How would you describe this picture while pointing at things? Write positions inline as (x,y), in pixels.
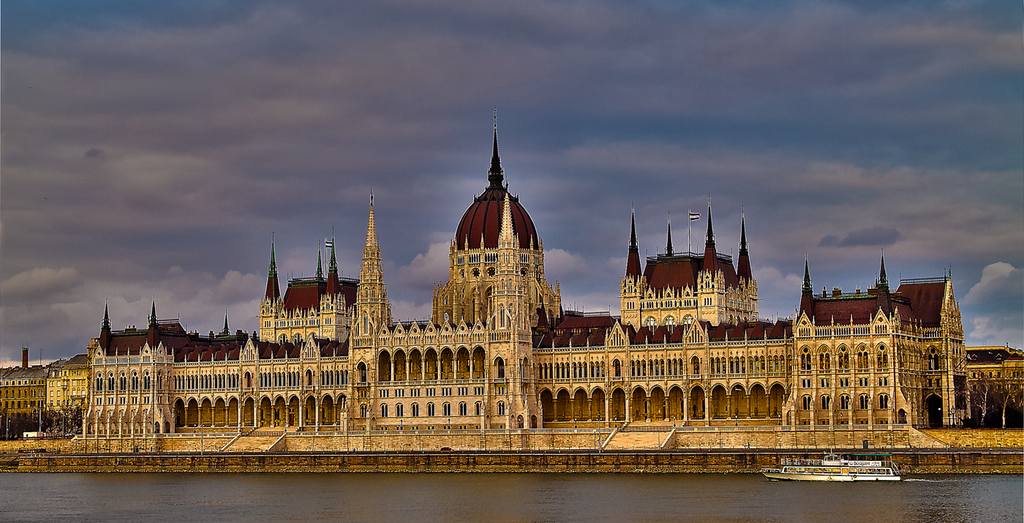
Sky (488,119) is cloudy. Ship (889,476) is floating on water (440,491). Buildings (504,340) with windows (136,386). Beside this buildings (760,397) there are trees (63,409).
